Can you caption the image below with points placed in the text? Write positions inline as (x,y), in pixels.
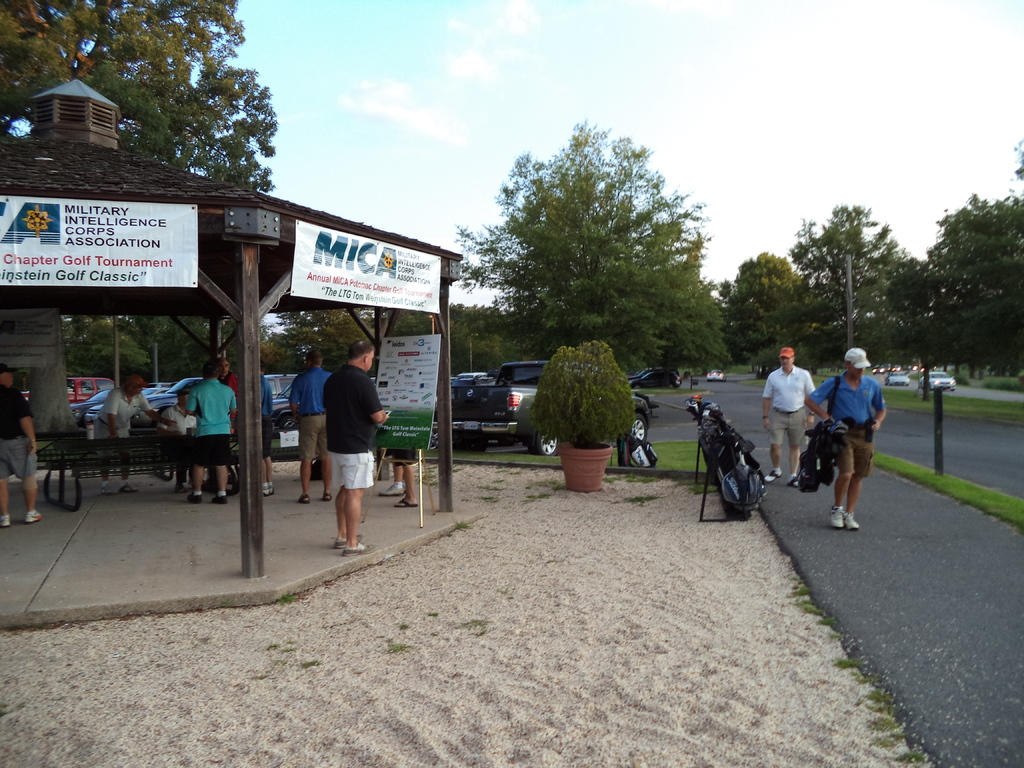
In this picture we can see some people (347,459), shed (91,126), sand (483,659), posters (352,281), plant (572,403), vehicles (533,398), trees (724,283), some objects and in the background (341,64) we can see the sky (416,83).
